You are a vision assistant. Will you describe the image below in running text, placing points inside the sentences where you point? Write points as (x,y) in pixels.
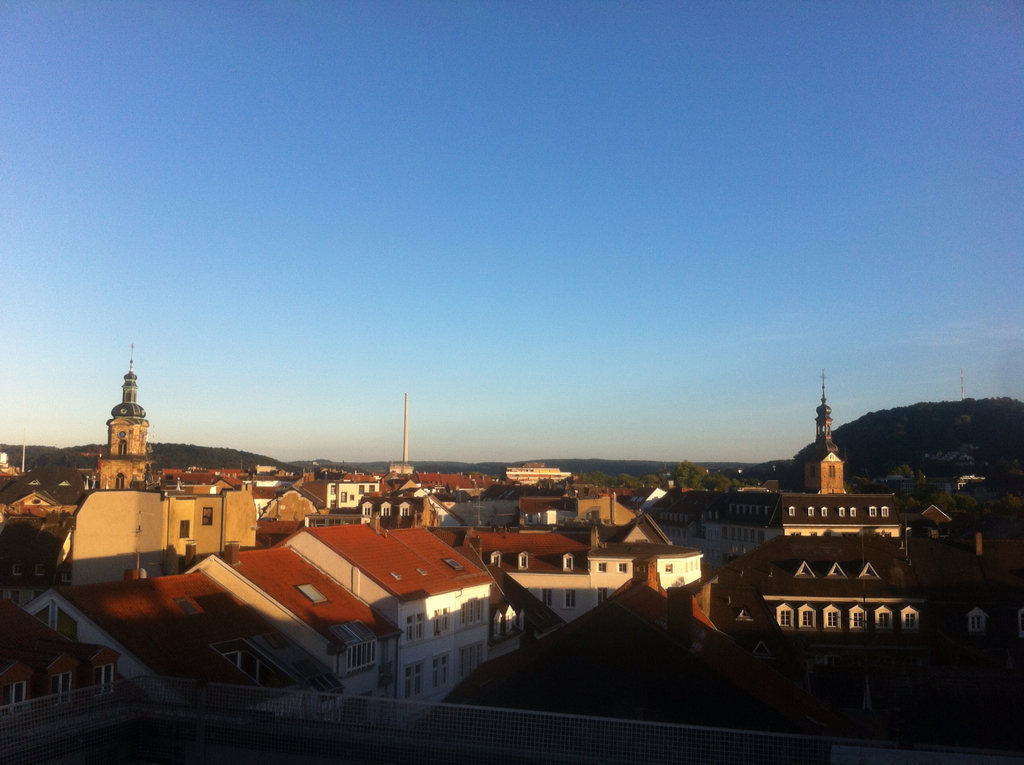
At the bottom of the image (267,621), there are so many buildings (395,642) and houses (487,614), towers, trees (923,429), windows (346,641) and walls (175,534). Background (1010,454) we can see hills (70,464) and clear sky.
